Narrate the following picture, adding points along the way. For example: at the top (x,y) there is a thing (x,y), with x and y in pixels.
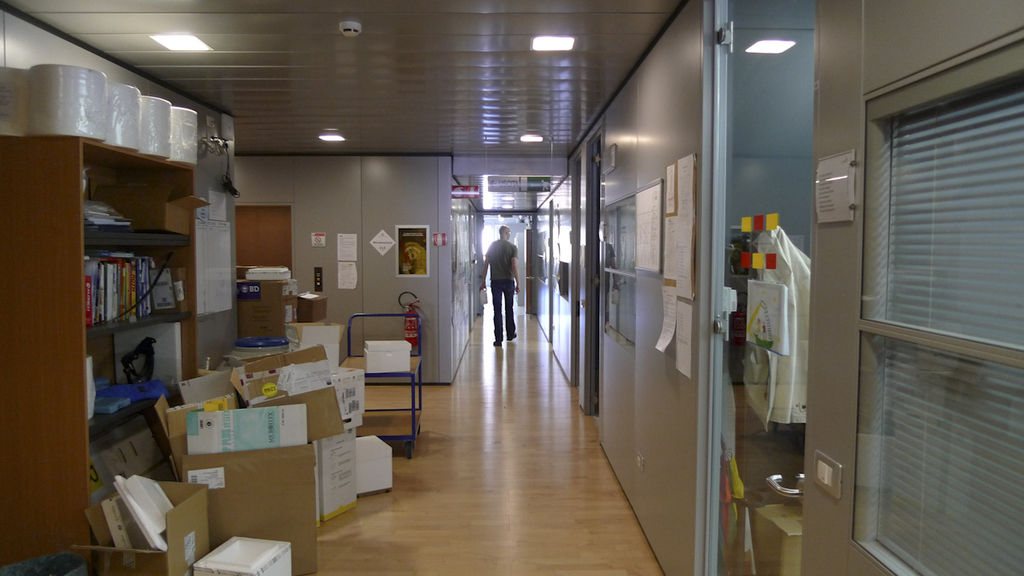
In this picture there is a person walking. On the left side of the image (127,214) there are books (125,285) and there are objects (166,223) in the shelf (38,474) and there are cupboards (318,441) and there are papers (225,251) on the wall (304,278). On the right side of the image (791,454) there are doors (596,395) and there are papers (683,204) on the wall (679,372) and there are dress (806,276) hanging. At the top (536,143) there are lights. At the bottom (530,478) there is a floor (543,386).
